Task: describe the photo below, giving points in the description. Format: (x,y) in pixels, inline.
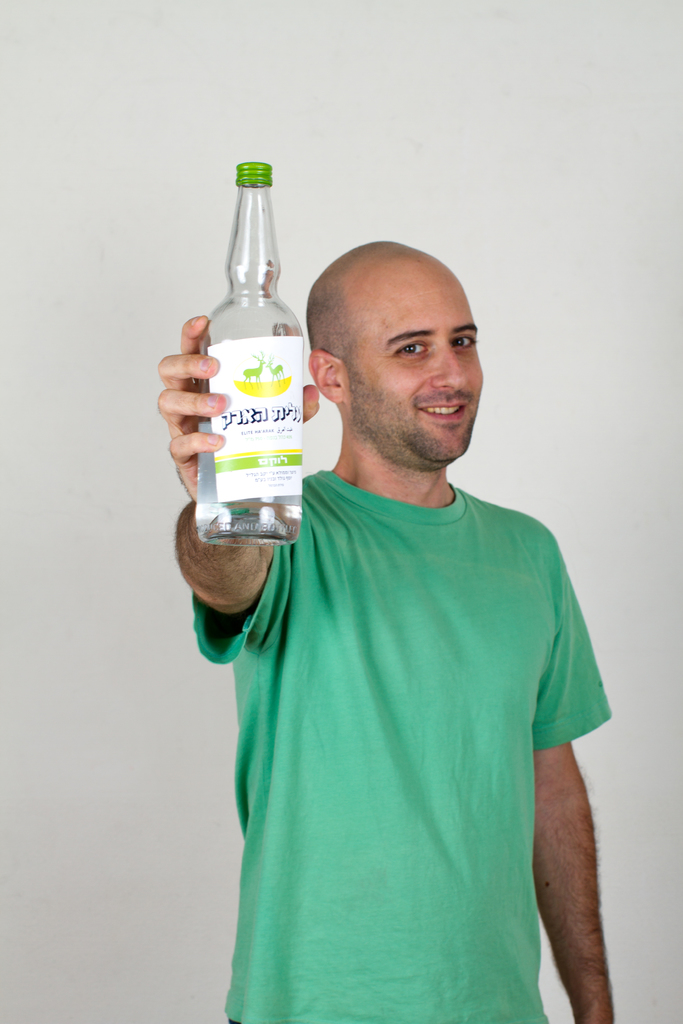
In this image I see a man (449,450) who is smiling and holding a bottle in his hand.
